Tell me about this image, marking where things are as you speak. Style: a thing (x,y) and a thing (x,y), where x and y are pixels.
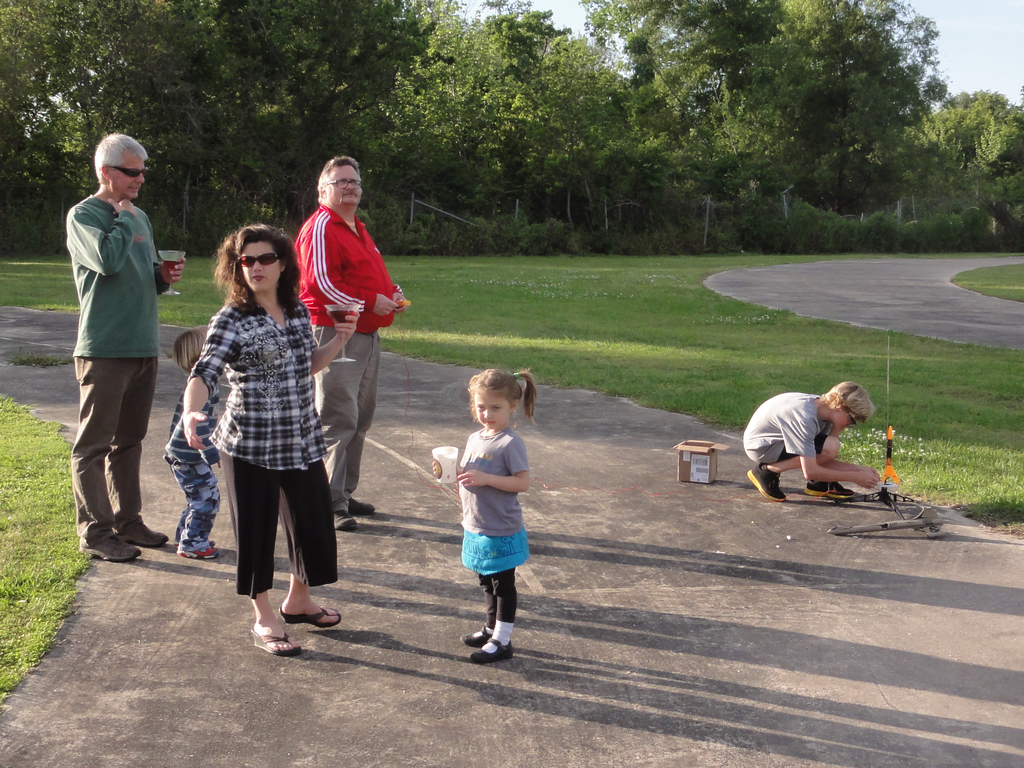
In this image, there is a road (212,621), there are some people (247,286) standing on the road (435,659), we can see green grass (544,355) on the ground (569,315) at some areas, in the background (649,145) there are some green color trees (646,123) and there is a sky (959,38).
